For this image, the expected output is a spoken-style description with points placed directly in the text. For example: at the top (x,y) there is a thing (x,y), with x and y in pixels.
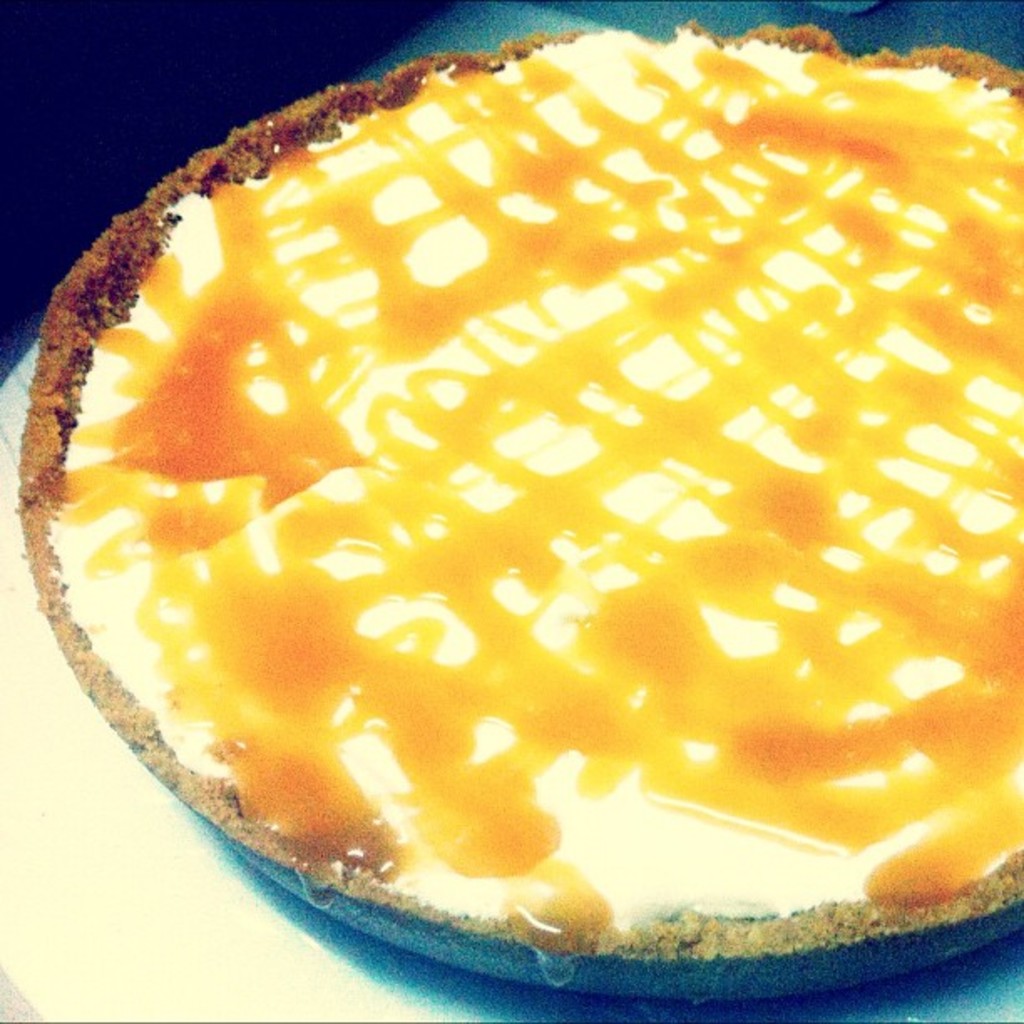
Here we can see a food item (349,641) on a platform (129,791).
